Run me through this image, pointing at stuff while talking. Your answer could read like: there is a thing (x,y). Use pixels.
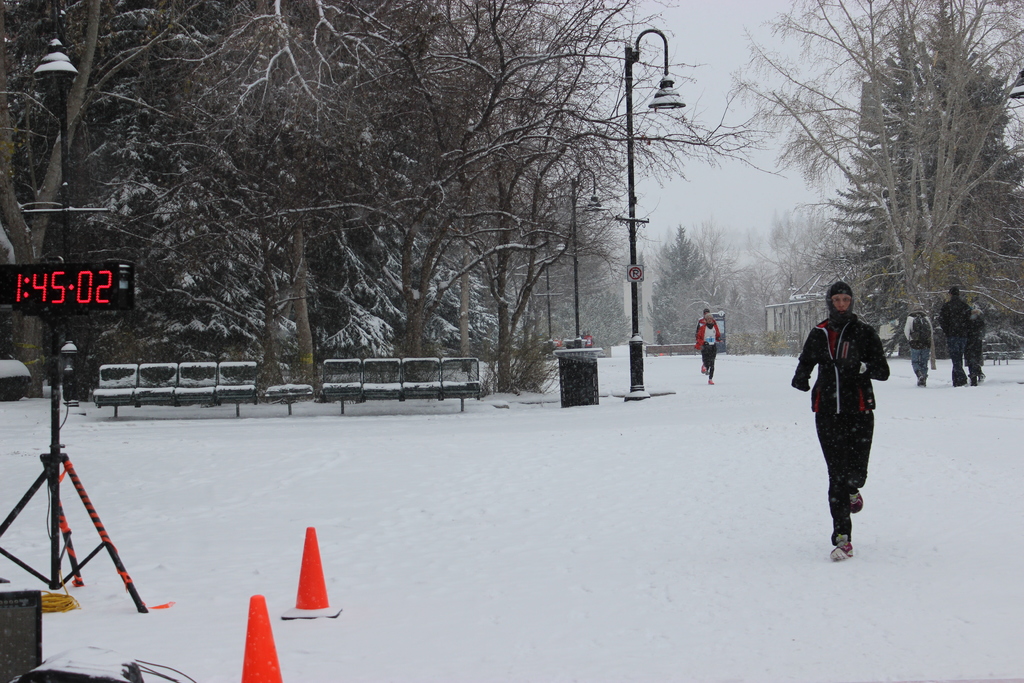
In this picture there is a man (858,366) who is wearing black dress (853,382), shoe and goggles (842,297). He is running on the snow (954,561). In the background (978,315) we can see the group of person (967,324) were standing near to the tree (986,327). In the center (633,249) we can see street lights (638,293), poles (632,313), sign boards (641,278), dustbin (572,373) and benches (394,366). On the left (61,465) we can see the timer (118,267) on the stand (49,475). At the bottom (314,565) we can see the traffic cones (251,654). In the background (261,254) we can see many trees (519,209). At the top (733,188) there is a sky (762,4).
